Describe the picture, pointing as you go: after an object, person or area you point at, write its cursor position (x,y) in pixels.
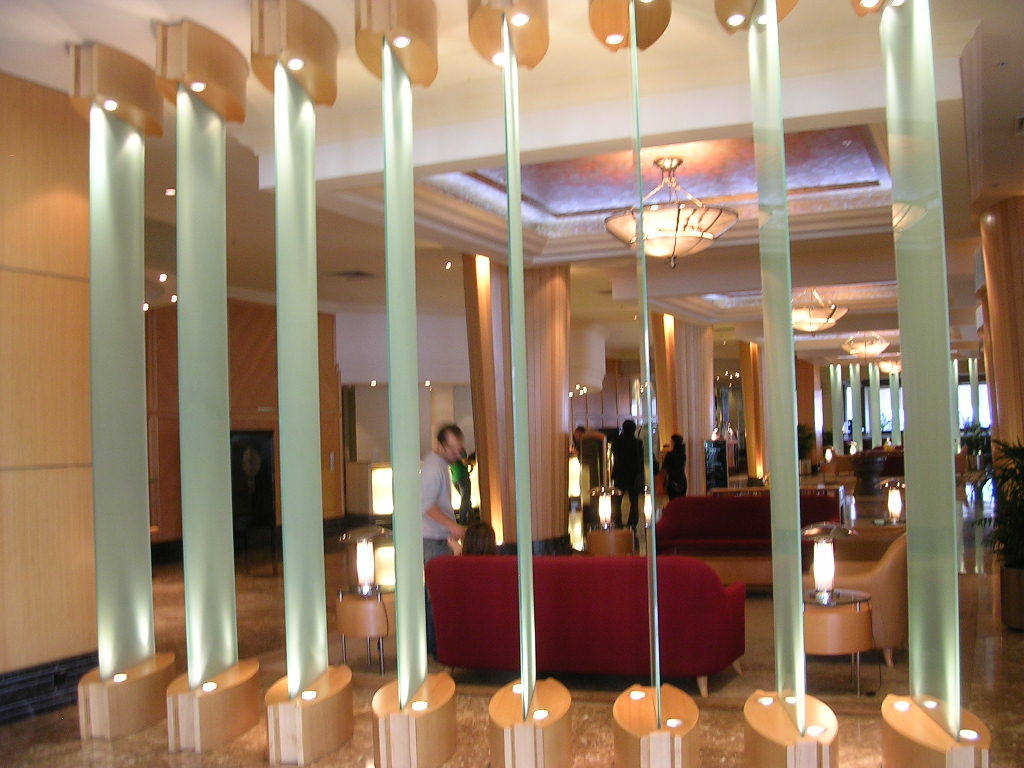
In this image we can see few people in the image. There are few house plants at the right side of the image (990,453). There are many couches (700,539) in the image. We can see the inside of a building (984,491) There are many lights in the image.
